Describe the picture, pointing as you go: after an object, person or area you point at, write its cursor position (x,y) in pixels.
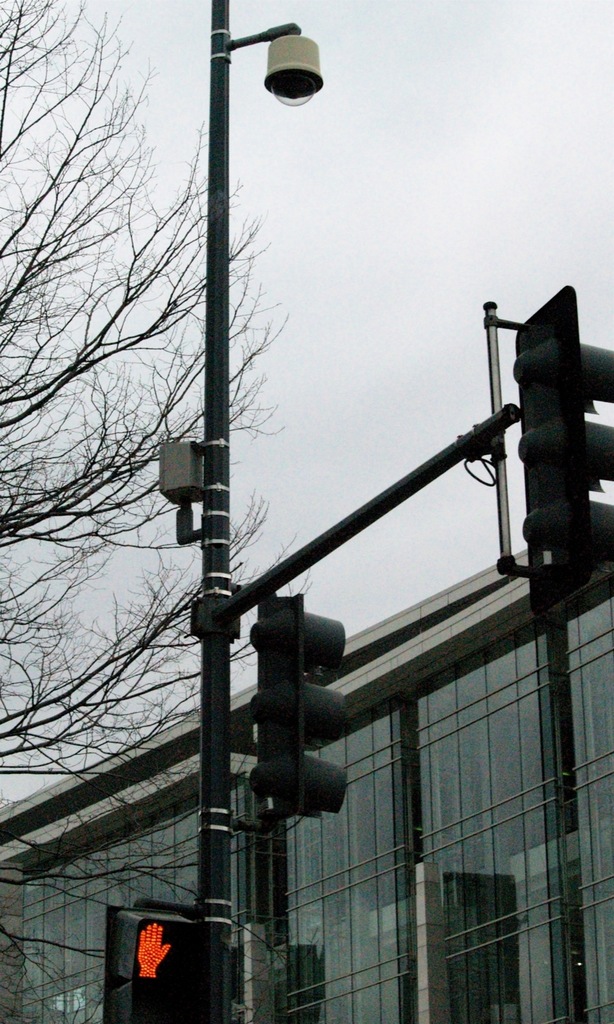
In this image, we can see a poles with traffic signals (565,445) and CCTV camera (294,76). Background (473,920) we can see a glass building (481,907), tree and sky (360,375).
